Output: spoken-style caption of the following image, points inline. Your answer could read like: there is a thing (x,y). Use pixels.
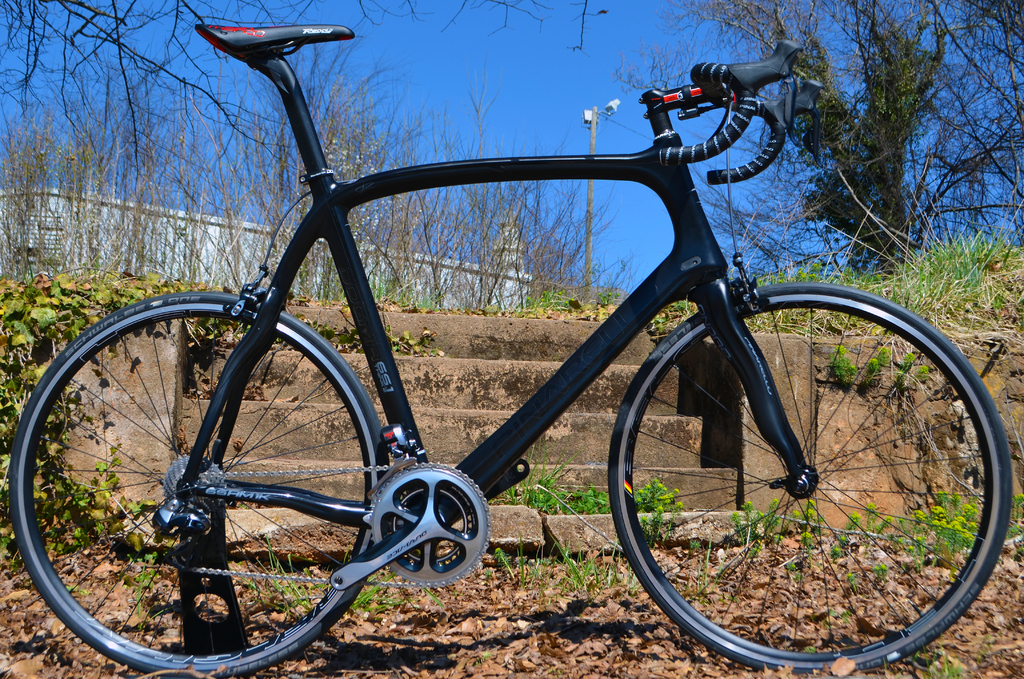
In the image in the center (617,341) we can see one bicycle (516,471), which is in black color. In the background (540,68) we can see the sky (662,28), trees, plants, grass (1004,287), dry leaves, pole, staircase (505,389) and fence (332,279).
